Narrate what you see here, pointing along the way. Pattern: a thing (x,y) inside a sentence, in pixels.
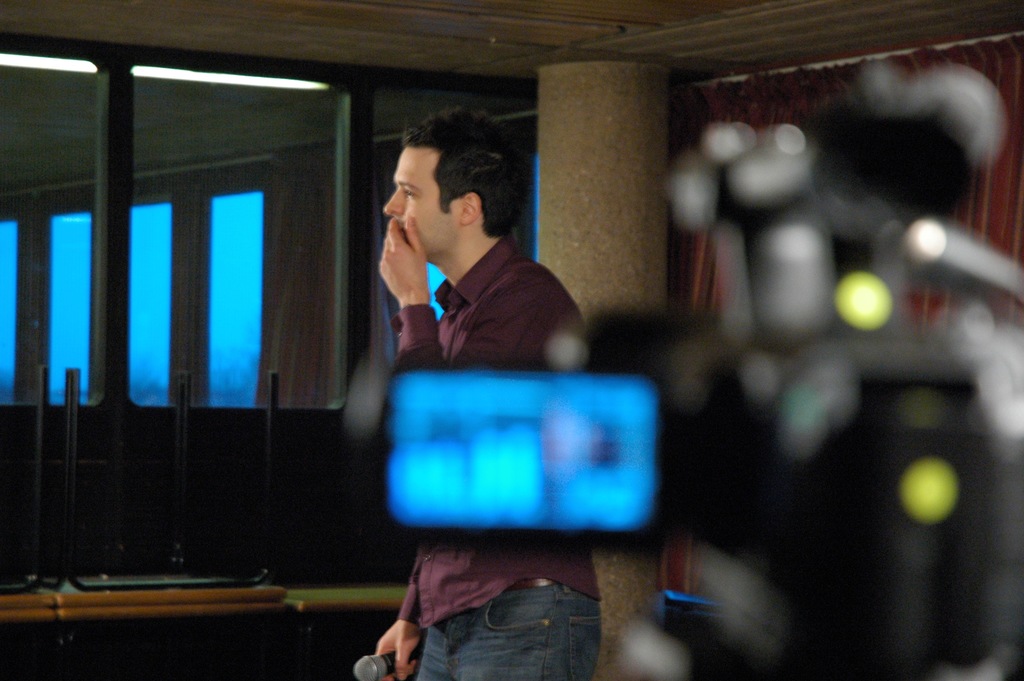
On the right side (811,472) I can see a camera (783,421). In the middle of the image (442,249) a man (457,157) is standing facing towards the left side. In the background (535,136), I can see a pillar (588,142) and a glass (84,217). This is an inside view of a room (98,250). On the left side (70,611), I can see few tables (142,604).
